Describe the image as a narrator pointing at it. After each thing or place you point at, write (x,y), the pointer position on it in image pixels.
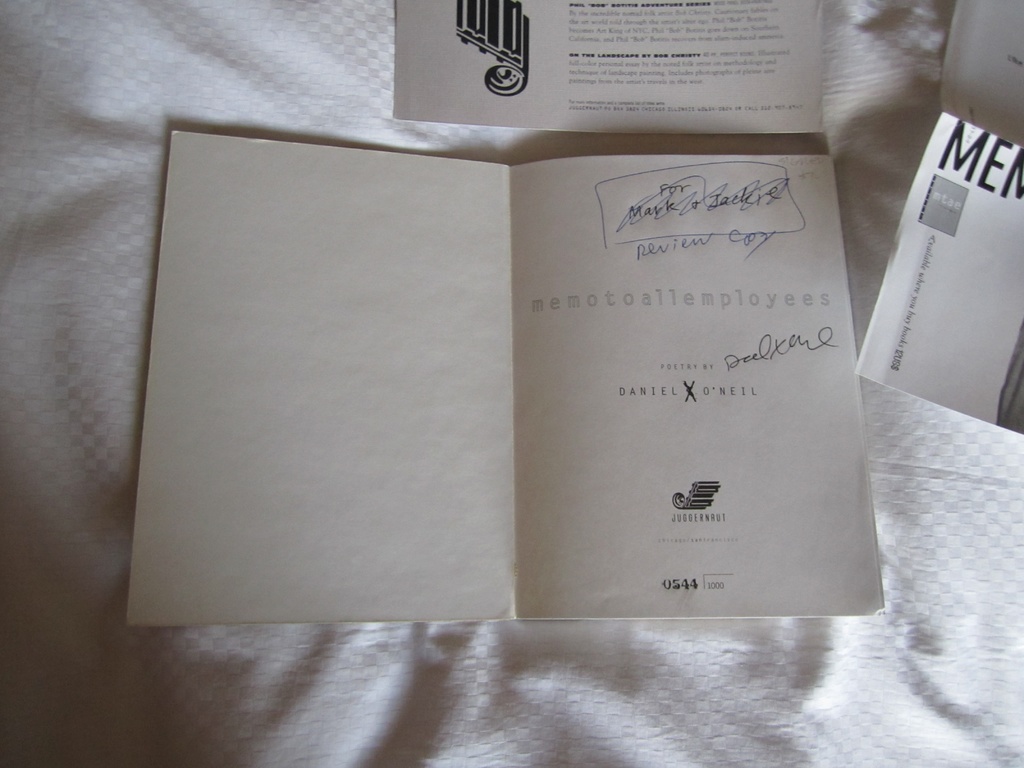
In this picture there are papers (986,77) in the image.
